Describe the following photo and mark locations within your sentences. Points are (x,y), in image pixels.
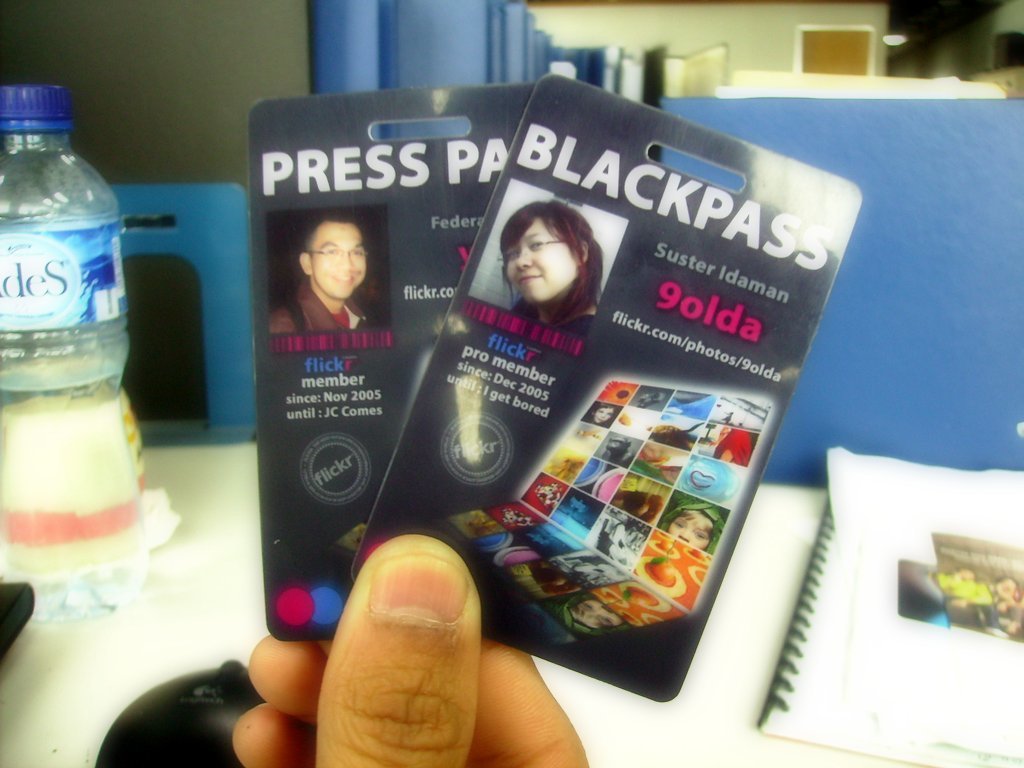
In the picture we can see a fingers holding a two cards (390,96), near the table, on the table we can find a bottle (56,230), paper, with binding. In the background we can see a wall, which is blue in color.
